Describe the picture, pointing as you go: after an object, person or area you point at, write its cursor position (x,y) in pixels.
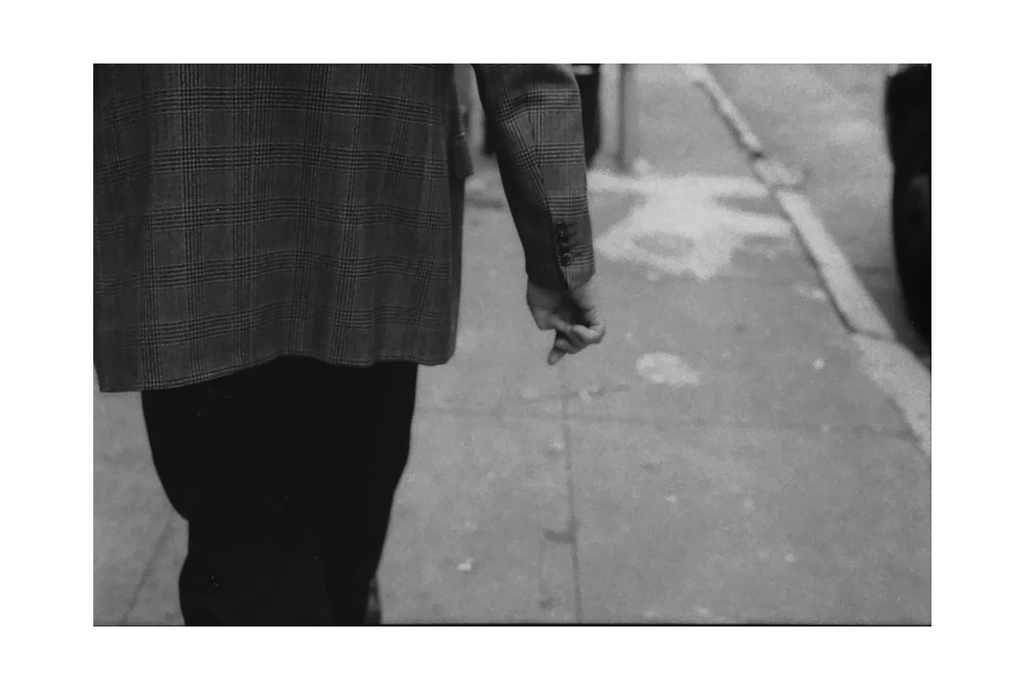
This is a black and white pic. On the left side (336,584) we can see a person (309,233) but head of the person (274,283) is not visible. In the background (621,239) we can see objects (592,147) on the road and footpath (606,388).
